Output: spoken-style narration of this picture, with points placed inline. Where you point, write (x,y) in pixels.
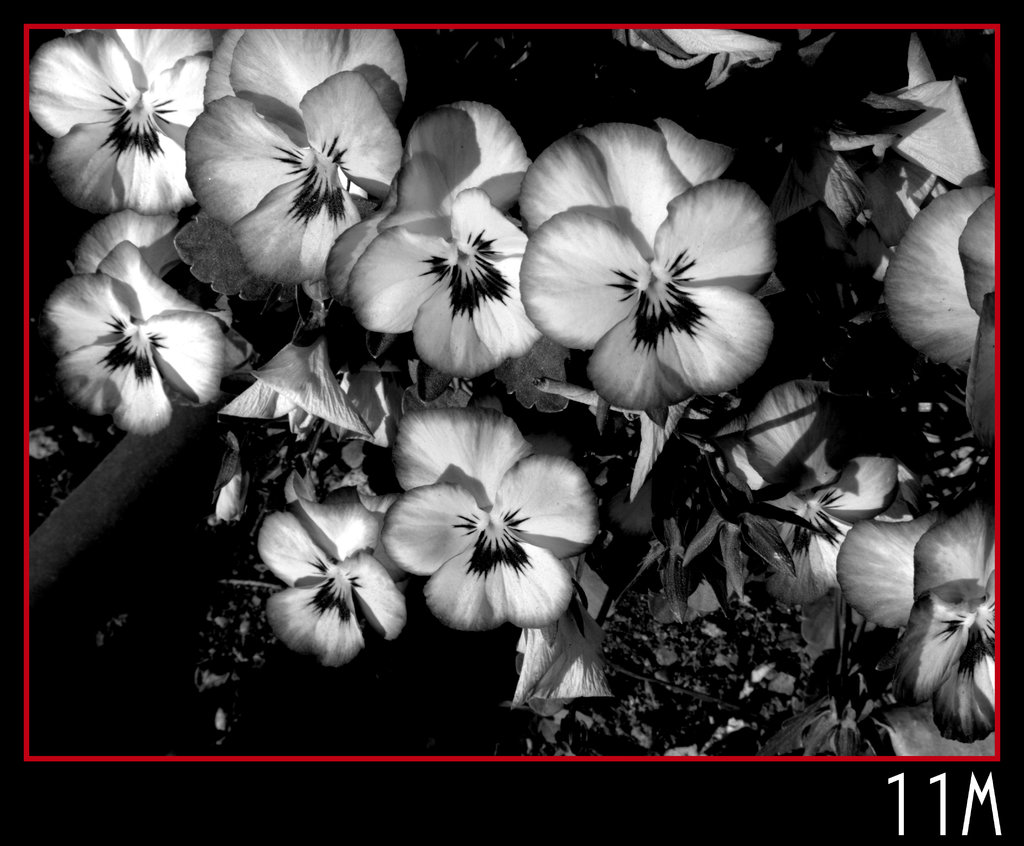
This is an edited image and here we can see flowers (449,328) and plants (525,370). At the bottom (894,817), there is some text (951,804).
